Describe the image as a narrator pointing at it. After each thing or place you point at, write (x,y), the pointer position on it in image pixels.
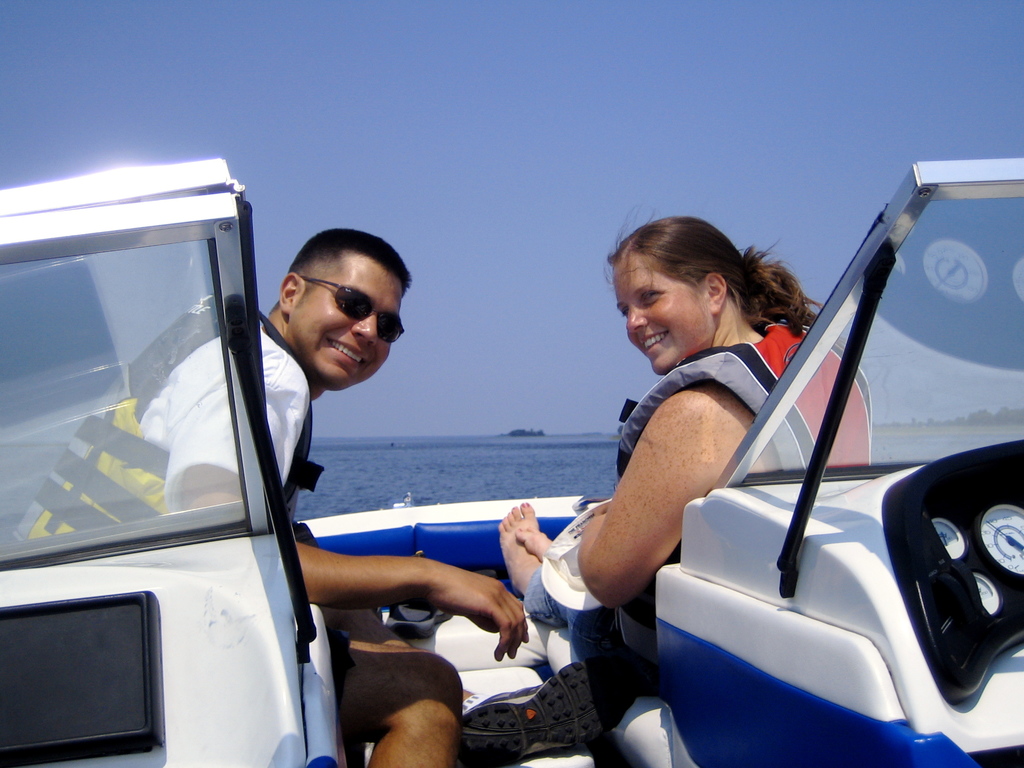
In this image, we can see two people (281,456) sitting in the boat (292,547), in the background (505,457), we can see water (480,447), at the top (442,225) there is a blue sky (487,182).
